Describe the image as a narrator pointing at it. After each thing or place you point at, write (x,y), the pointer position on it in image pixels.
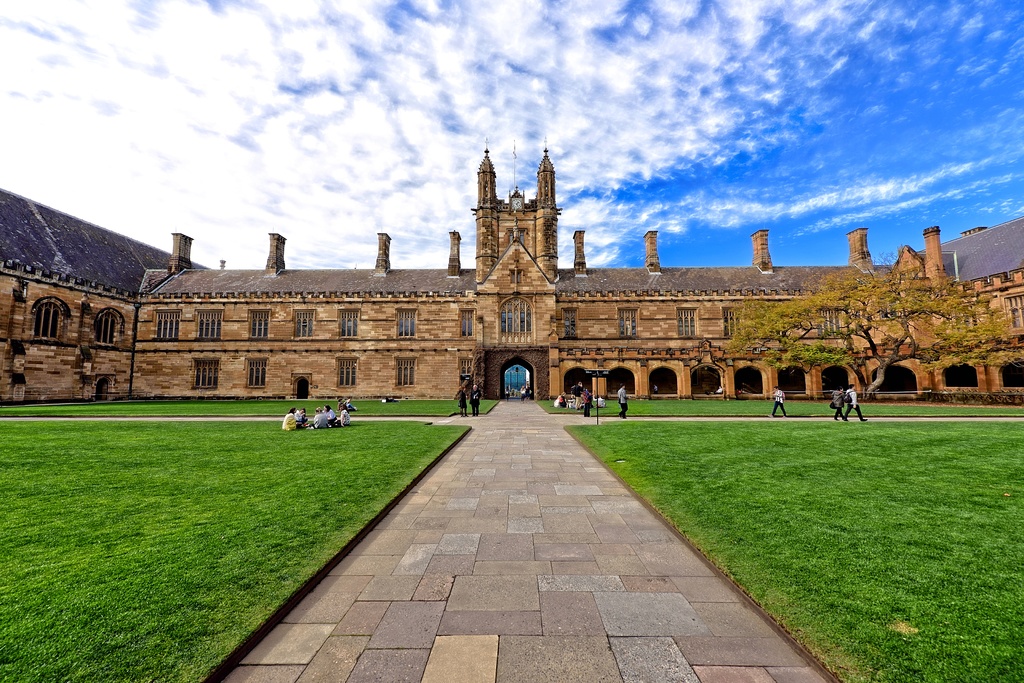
In this picture we can observe a large building (324,303) which is in brown color. There are some people (603,404) walking and some of them were sitting on the land (241,511). There is some grass (177,501) on this land (674,474). We can observe a path (523,504) here. On the right side (797,352) there is a tree (891,321). In the background (377,65) there is a sky (537,56) with clouds (443,56).
